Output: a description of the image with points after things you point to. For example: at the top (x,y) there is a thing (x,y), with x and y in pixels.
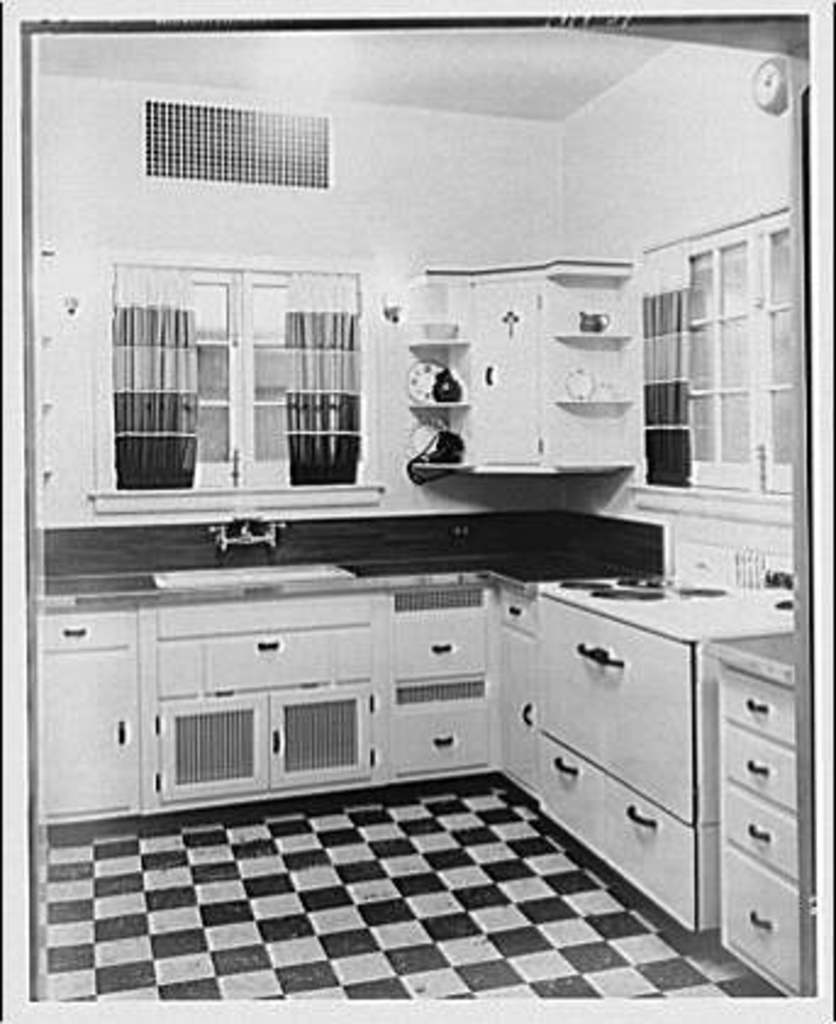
A black and white picture of a kitchen (449,997). These are cupboards (463,657). In this rack (565,327) there are objects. Windows (210,321) with curtains (318,376).
